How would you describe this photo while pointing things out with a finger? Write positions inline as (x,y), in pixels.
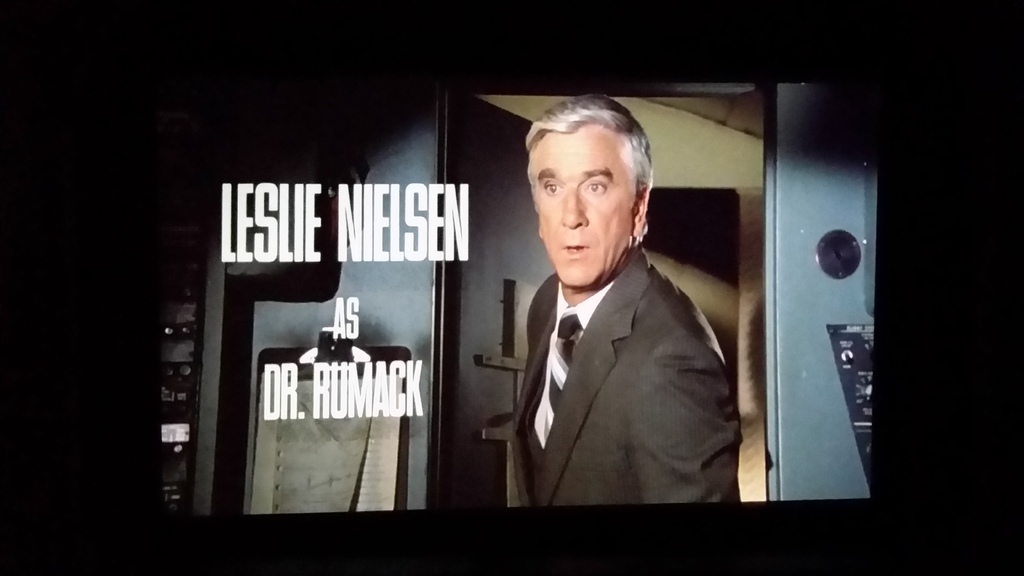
In this picture, we see the man (545,370) in black blazer (597,364) is standing. Beside him, we see a door (460,335) and beside that, we see a rack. In the middle of the picture (452,241), we see some text (356,300) displayed. This might be a television (538,437), which is displaying the movie (280,336). On all the four side of the picture, it is black in color.
